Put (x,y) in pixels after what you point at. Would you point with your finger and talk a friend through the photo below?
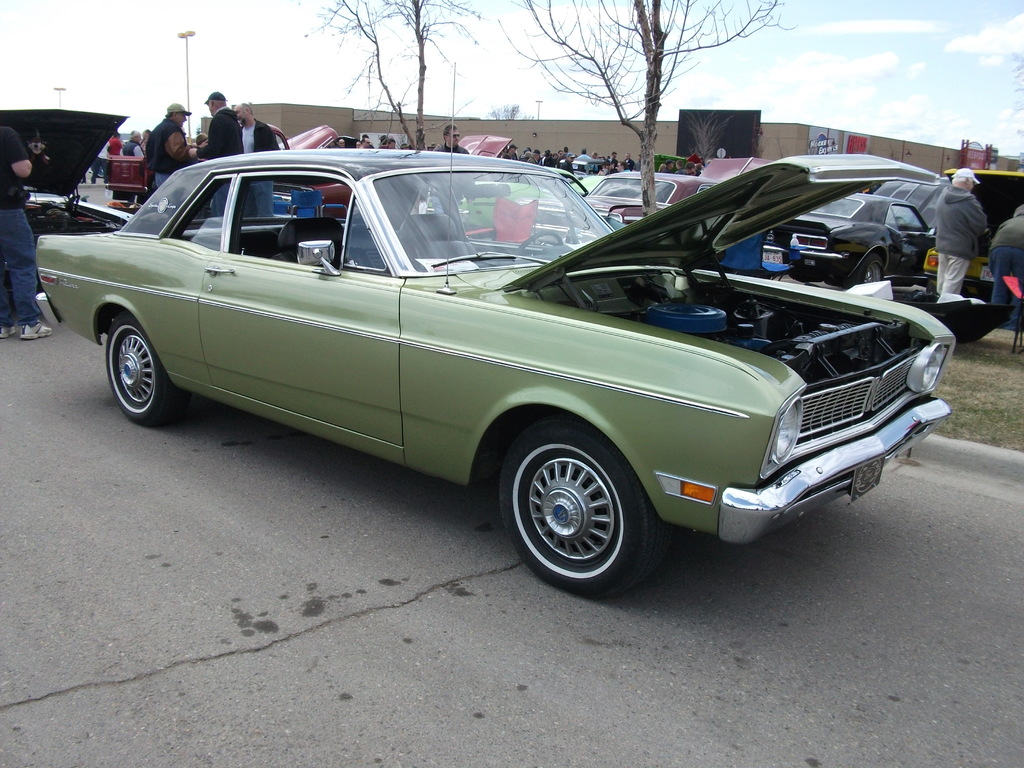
In this picture there is a car (442,363) in the center of the image (489,349) and there are cars (723,174), people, posters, poles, and trees (567,75) in the background area of the image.
